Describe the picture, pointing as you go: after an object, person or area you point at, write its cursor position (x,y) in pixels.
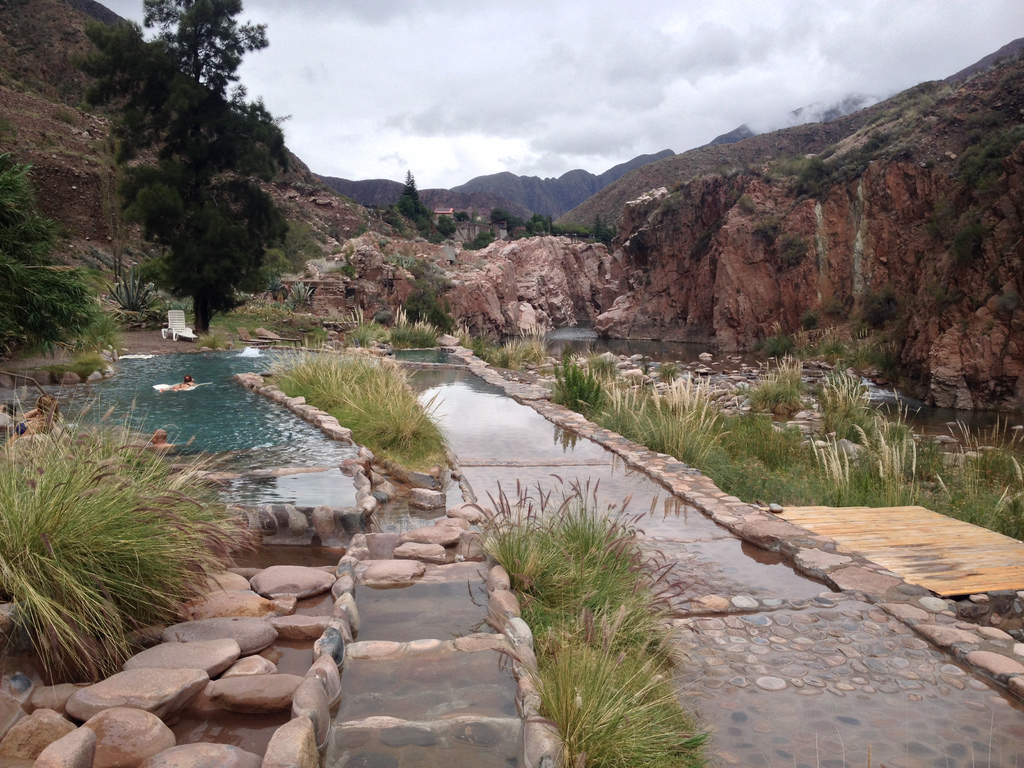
In this image there is a swimming pool (282,416) made of rocks (207,678) and grass plants (75,638) beside a rock mountain (762,274), in which a person (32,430) is swimming and also there is a bench (180,315).
